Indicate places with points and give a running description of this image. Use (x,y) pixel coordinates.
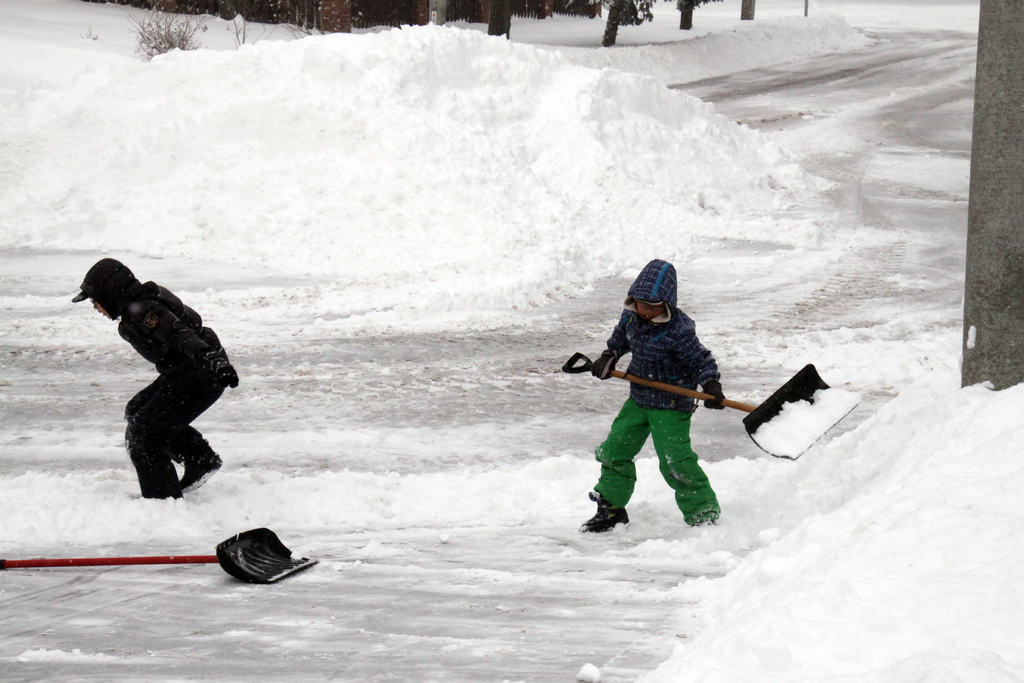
On the right side of the image (693,522) we can see a person (637,407) holding shovel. On the left side of the image (155,309) we can see person (154,415) standing on the ground (22,490). At the bottom of the image (45,565) there is shovel (167,560). In the background (112,223) we can see snow (564,163), trees (504,5) and plants (189,42).
